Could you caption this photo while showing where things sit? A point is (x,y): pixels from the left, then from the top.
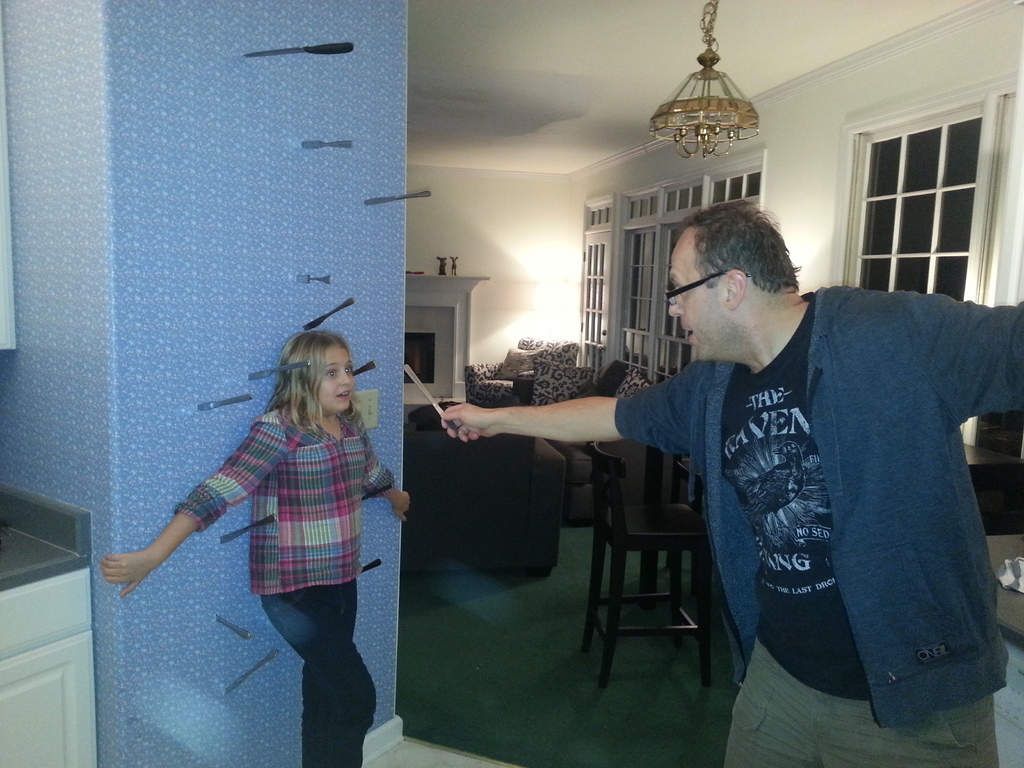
In the image we can see there are people (713,459) who are standing and a man (824,486) is holding a knife (452,424) in his hand (479,429).
